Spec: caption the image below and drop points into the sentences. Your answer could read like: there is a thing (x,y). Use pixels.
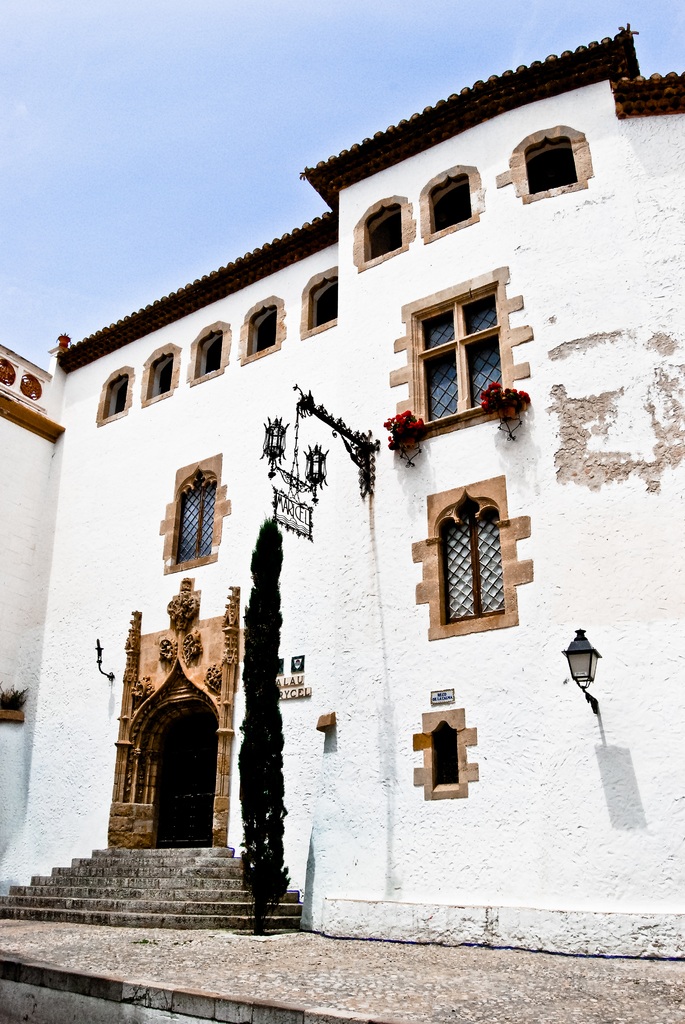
In this picture we can observe a white color building (369,586). There is a small tree (264,685). We can observe brown color windows (430,299). There is an entrance (160,725). In the background (186,78) there is a sky (165,116).
